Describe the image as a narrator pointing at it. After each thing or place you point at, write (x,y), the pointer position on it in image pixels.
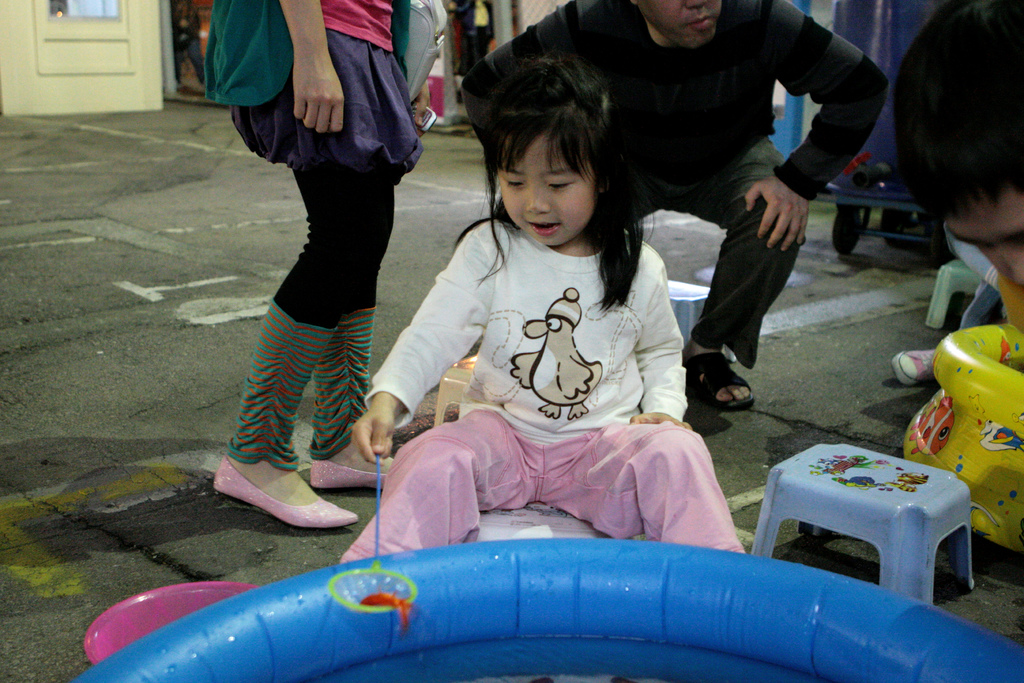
This image is taken outdoors. At the bottom of the image (508,624) there is a tub (453,600) with water (635,660). In the background (123,59) there is a door (121,42). On the right side of the image (960,212) there is a person (971,200) and there is another tub (955,391). A kid (980,276) is sitting on the stool (958,275) and there is an empty stool (882,498) on the road (945,557). In the middle of the image (618,388) a kid (524,406) is sitting on the stool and she is holding an object (350,583) in her hand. A girl (366,470) is standing and a man (678,79) is in a squatting position.
